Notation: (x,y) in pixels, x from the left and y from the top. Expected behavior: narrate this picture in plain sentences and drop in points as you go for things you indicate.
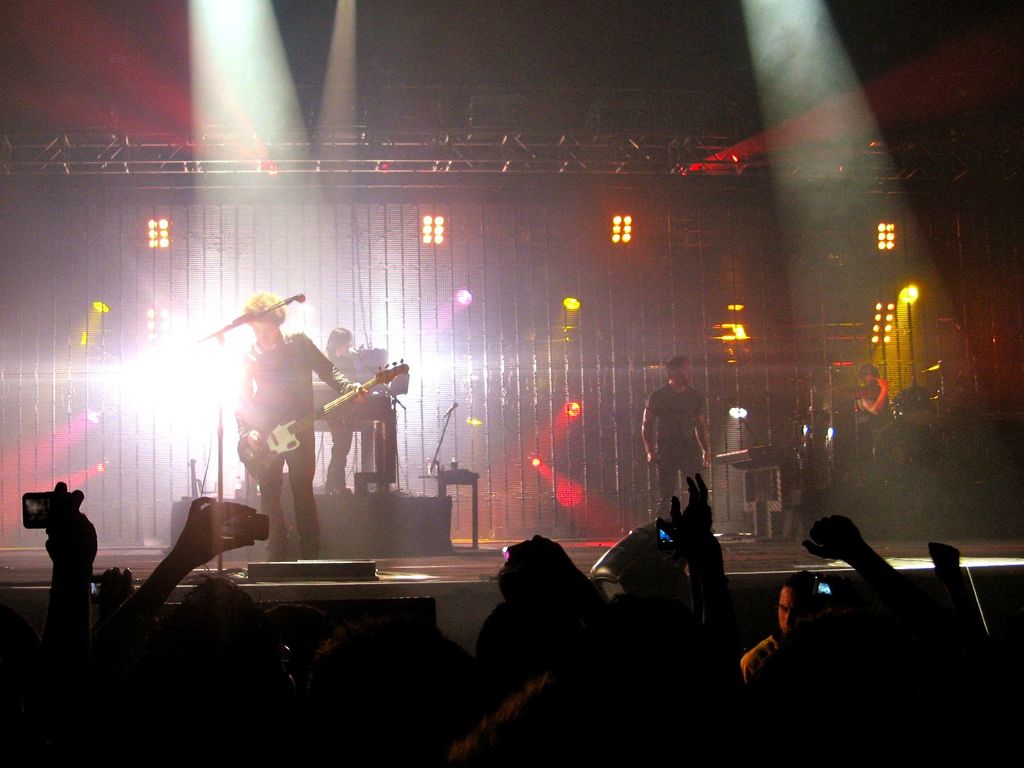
In this picture there is a man (240,395) who is wearing black dress (311,393) and he is playing a guitar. Beside him there is a person (343,365) who is playing keyboard (381,364). On the right (696,392) there is another man (670,430) who is standing on the stage (772,564). Beside him there is a woman (876,404) who is wearing red dress (871,389) and she is playing the music drums (890,417). At the bottom (967,719) I can see the audience (50,551) were standing near to the stage (488,574) and they are holding mobile phones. At the top (825,58) i can see the light beams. In the background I can see many focus lights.
